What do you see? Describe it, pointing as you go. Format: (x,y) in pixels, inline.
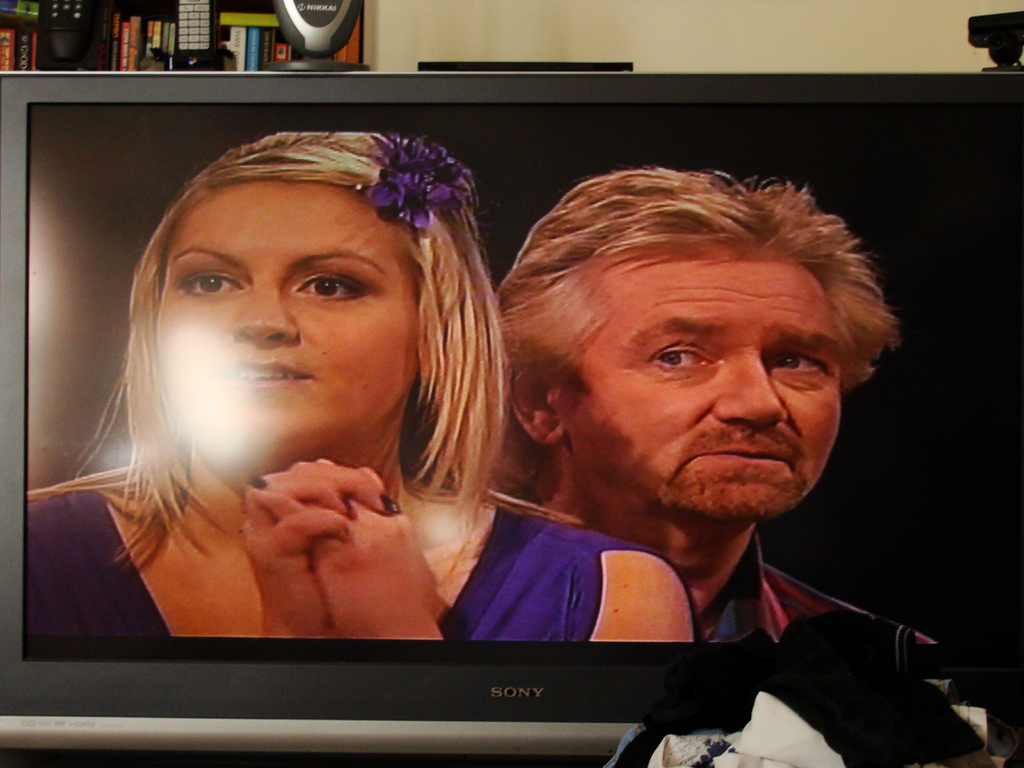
In this picture we can see a screen (745,150), on this screen (348,180) we can see people (358,369). In the background of the image (329,33) we can see books (242,32), wall (379,40) and objects (193,16).
